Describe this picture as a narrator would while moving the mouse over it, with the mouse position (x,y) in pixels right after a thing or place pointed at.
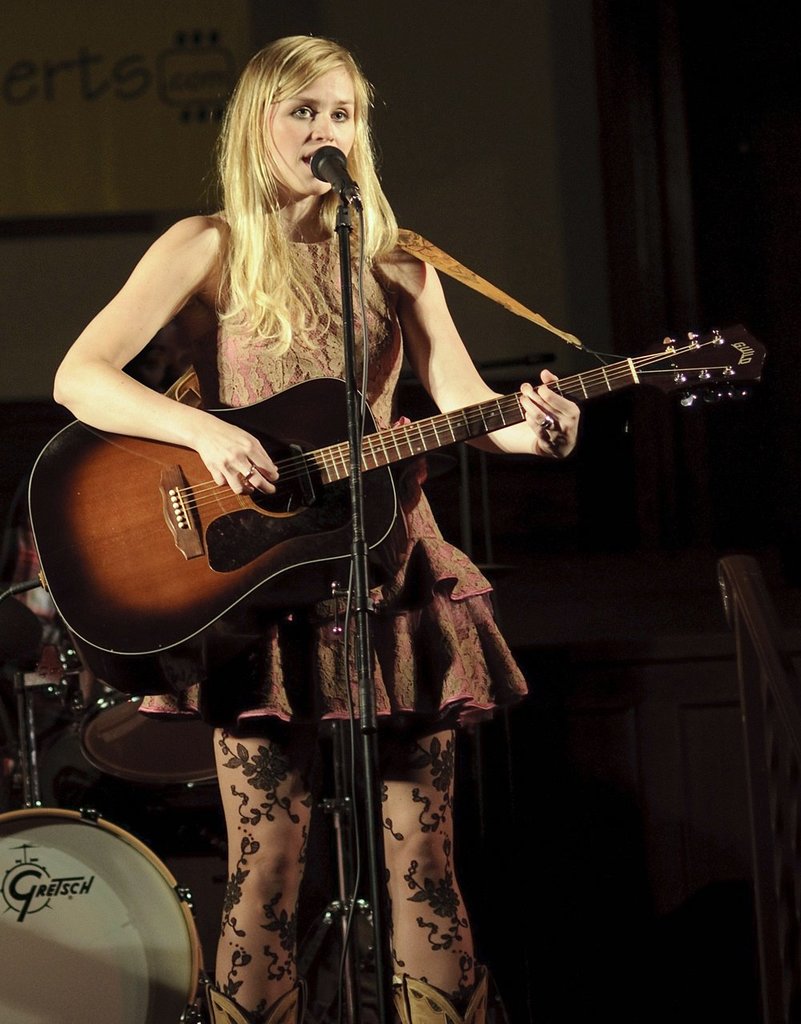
A woman (406,278) is singing on mic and playing guitar (190,618). Behind her there are musical instruments (72,927).
